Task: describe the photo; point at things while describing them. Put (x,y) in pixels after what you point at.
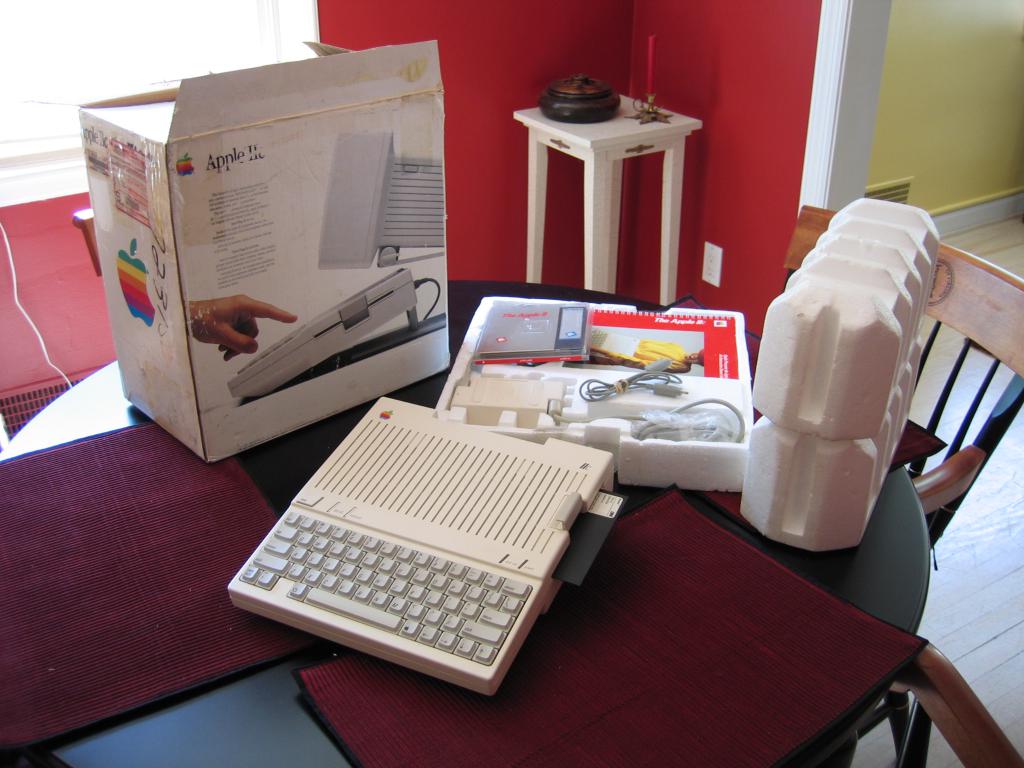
In this image there is a table (651,633) and we can see table mats (611,688), cardboard box (284,390) and some objects (600,539) placed on the table (909,592). We can see chairs (911,670) and there is a stool (606,163). There is an object (608,112) and a candle (653,86) placed on the stool (597,215). We can see a wall (750,125).
